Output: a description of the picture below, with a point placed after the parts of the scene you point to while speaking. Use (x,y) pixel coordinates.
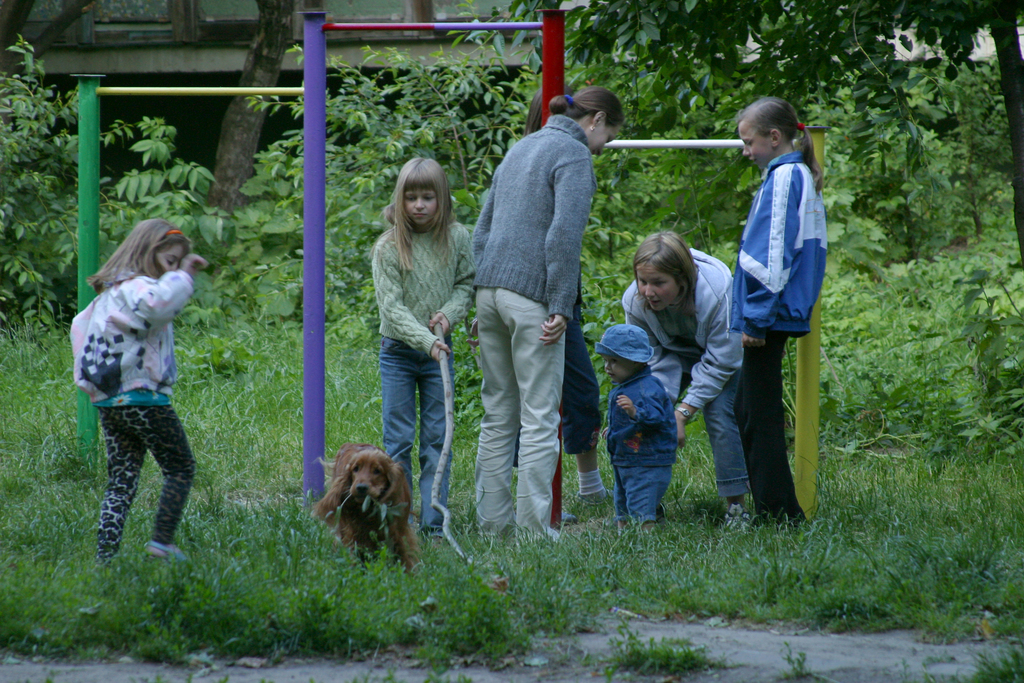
In this picture I can observe women (575,239) and girls (464,259) standing on the land (100,473). There is some grass (295,540) on the ground (880,506). I can observe brown color dog (332,497) on the left side of the picture (333,490). In the background (335,159) there are some trees (43,238).
